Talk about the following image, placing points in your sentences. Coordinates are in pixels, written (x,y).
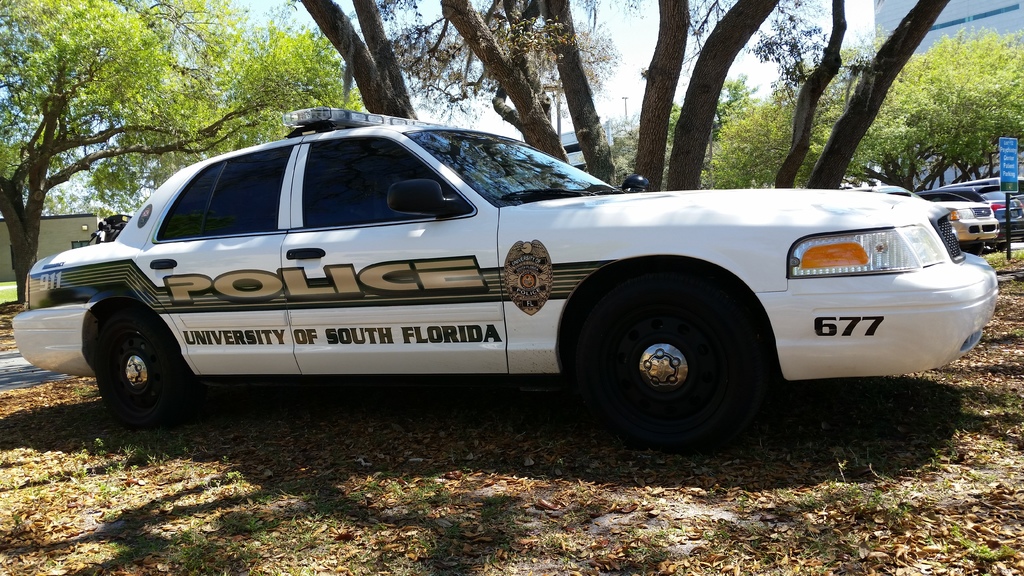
In this image there is a police car (419,271) on the land (325,460) having grass (343,518) and few dried leaves (777,559) on it. Behind car (267,234) there are trees (486,53). Right side (1017,217) there are few vehicles (965,235) on the road (1017,247). There is a pole (1011,234) having a board (1004,164) is on the land (1000,257). In background (68,118) there are few trees (119,149) and buildings (573,138). Top of image (632,87) there is sky (632,65).
